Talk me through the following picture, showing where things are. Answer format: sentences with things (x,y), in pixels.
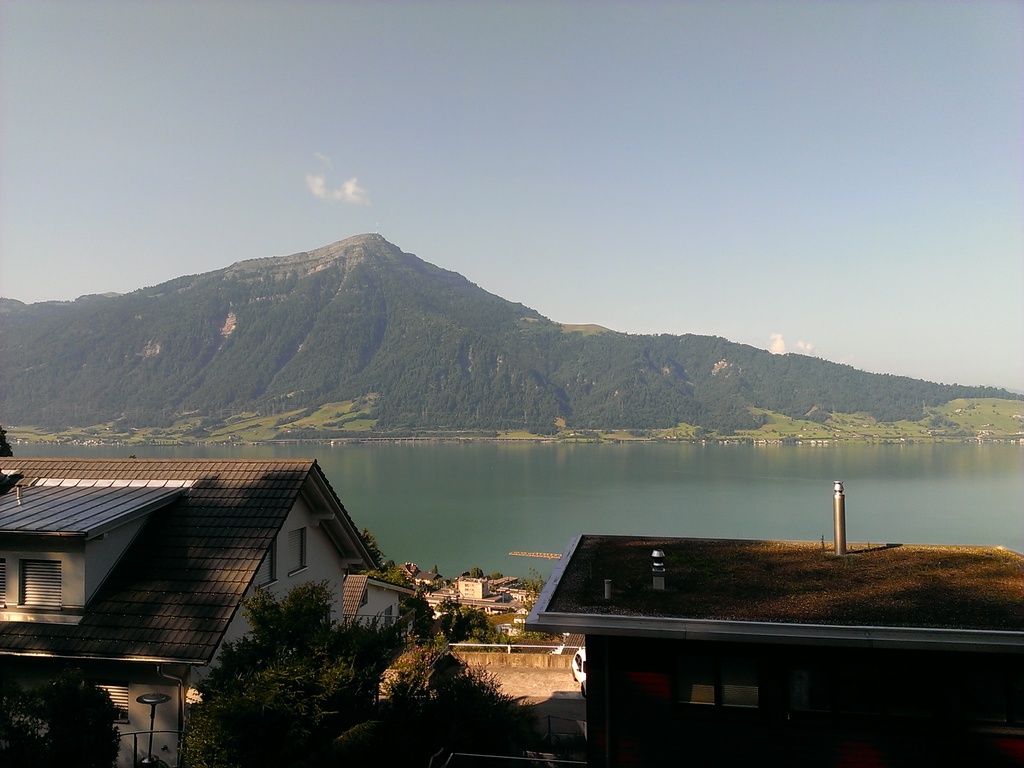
In this picture we can see a few houses (921,618) and trees (297,681) at the bottom of the picture (298,766). There is water (502,530). We can see some greenery (506,379) and a few mountains (376,338) in the background (419,331). We can see the sky (517,144) on top of the picture (741,97).
